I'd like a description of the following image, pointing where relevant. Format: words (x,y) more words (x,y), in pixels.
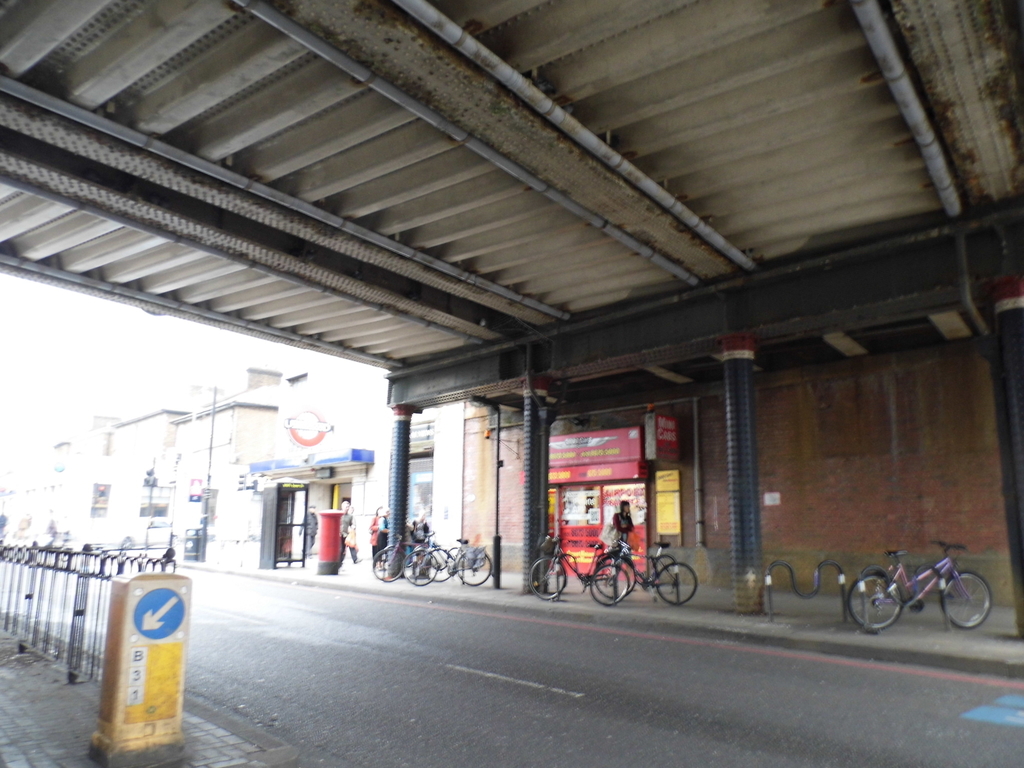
In this picture we can see the road (552,737), here we can see people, bicycles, pillars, wall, roof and some objects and in the background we can see buildings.
